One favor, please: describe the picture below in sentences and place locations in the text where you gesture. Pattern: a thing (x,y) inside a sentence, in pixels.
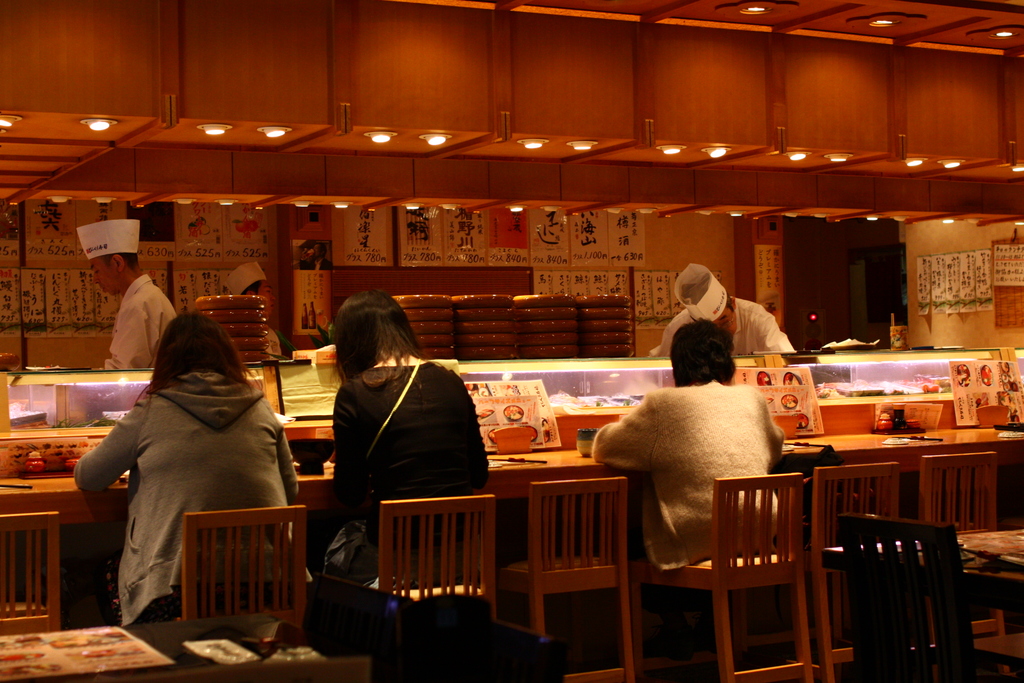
There are 3 persons (406,465) sitting on the chair (430,525) at the table (524,450) and in the background (129,301) there are 3 persons (239,271) standing and posters (377,249) on the wall (396,261) and also we can see lights (873,215).
